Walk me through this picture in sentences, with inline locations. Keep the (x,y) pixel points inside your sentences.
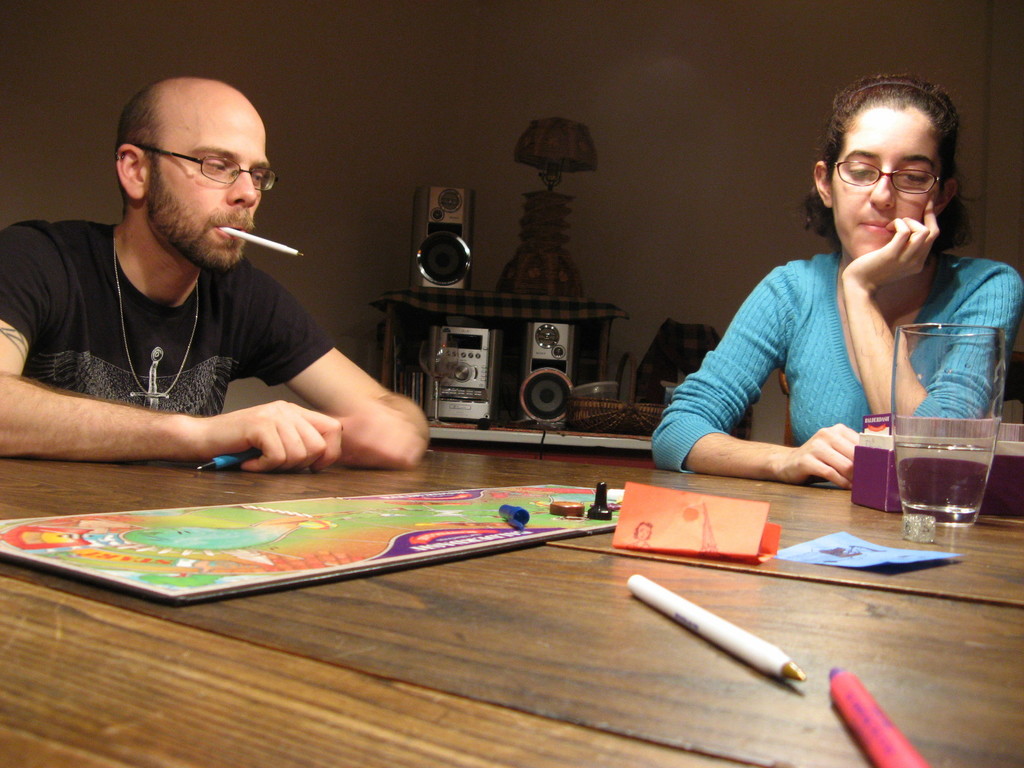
This is a picture of a room (126,573). To the right of the image (808,454) there is a woman (763,309) seated, to the left of the image (333,394) there is a man (370,392) seated holding a pen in his mouth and in his hand (252,433). In the foreground (399,496) there is a table (382,479), on the table (281,489) there is a board game (419,518), paper (693,517), glass (911,469), box (859,489) and pens (749,650). In the background (591,436) there is a table (516,436), on the table (570,431) there are speakers (530,358) and a lamp (535,217).
